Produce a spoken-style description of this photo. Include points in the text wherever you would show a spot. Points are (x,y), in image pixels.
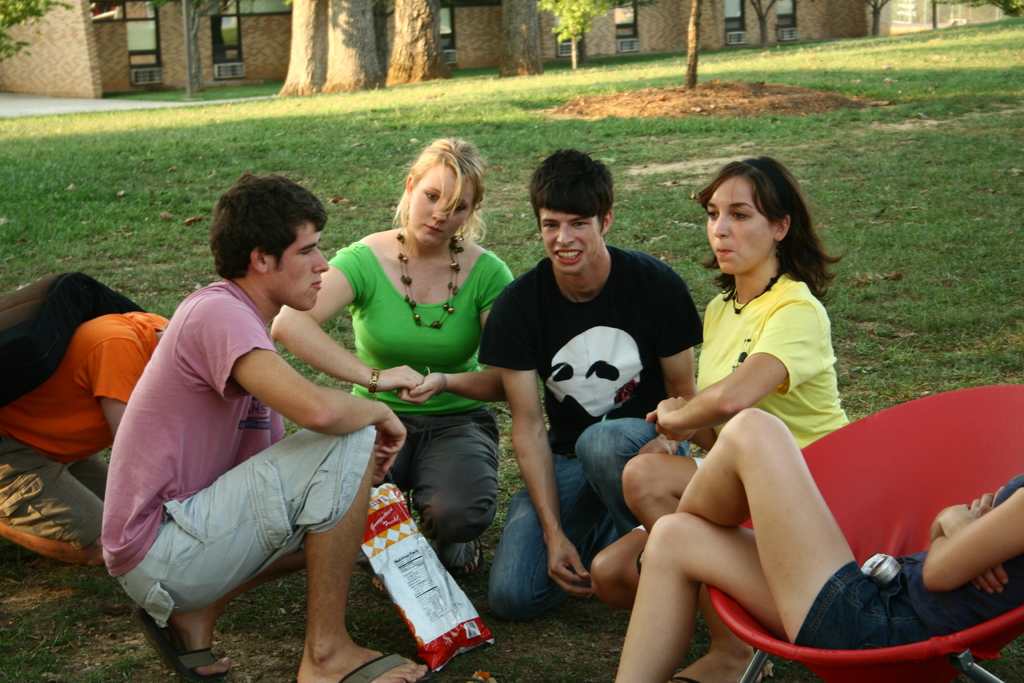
In the picture i can see that people (982,537) are sitting in the garden (42,210) and in the background (447,101) i can see plants (573,22), trees (526,72), grass (847,71), sand (568,109).
